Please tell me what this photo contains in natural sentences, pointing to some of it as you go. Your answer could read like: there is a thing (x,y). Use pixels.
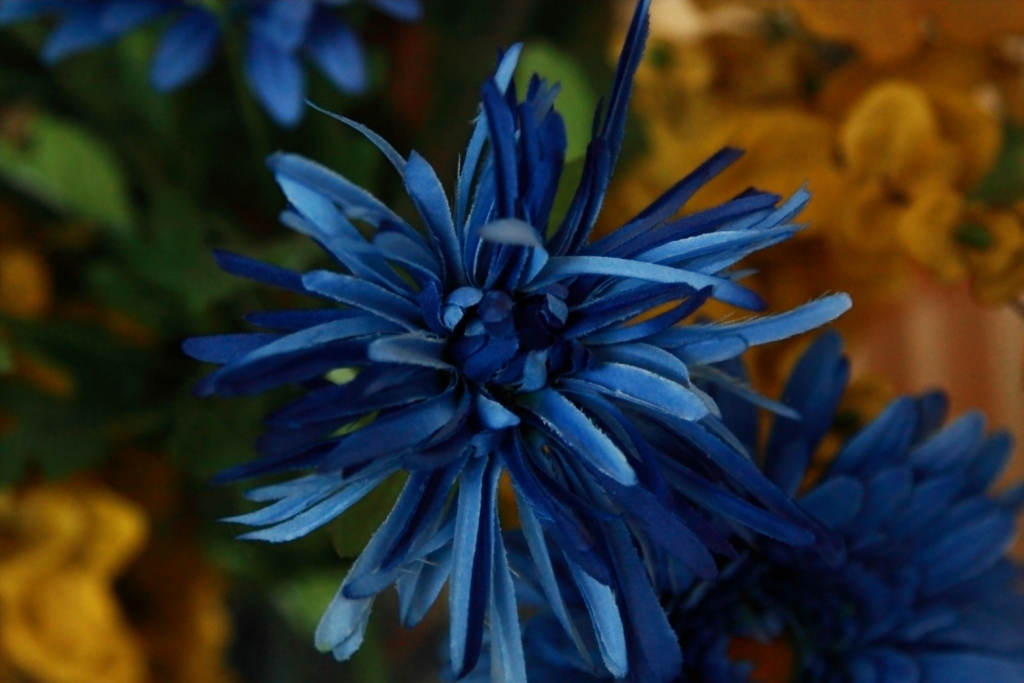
This image is taken outdoors. In this image the background (68,289) is a little blurred. In the middle of the image (439,339) there are a few flowers (469,344) and green leaves (91,155).
